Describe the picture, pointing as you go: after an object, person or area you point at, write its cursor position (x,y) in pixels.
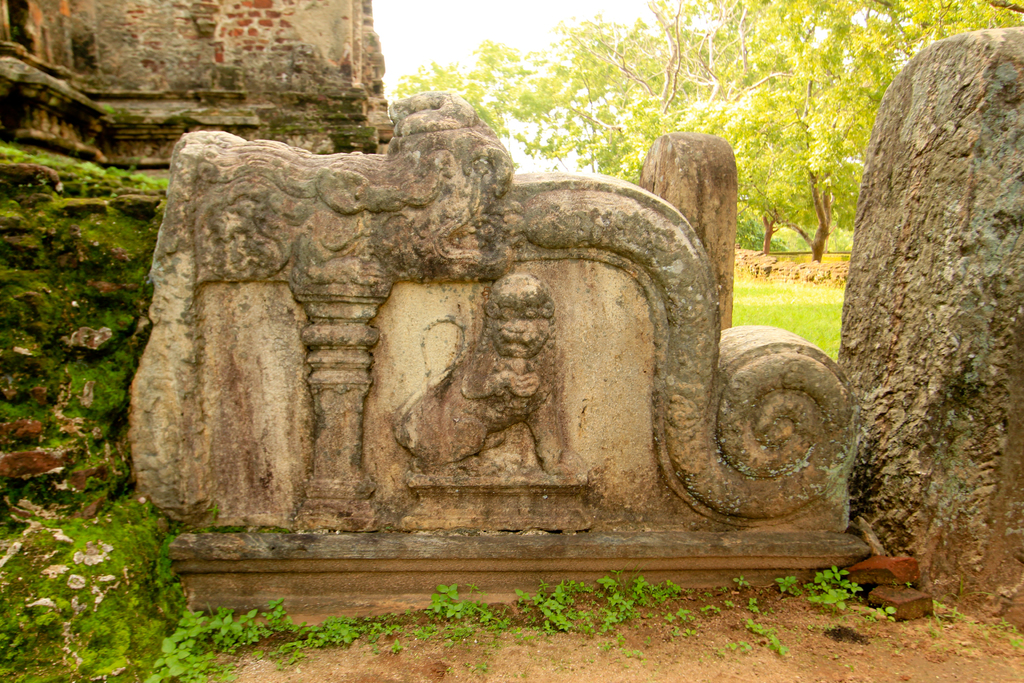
This picture is clicked outside. In the center (551,317) we can see the stone carving (451,336) and the green leaves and we can see some other objects (925,125). In the background (409,87) we can see the sky (395,18), trees (760,134), green grass (779,287) and some other items (791,276).
